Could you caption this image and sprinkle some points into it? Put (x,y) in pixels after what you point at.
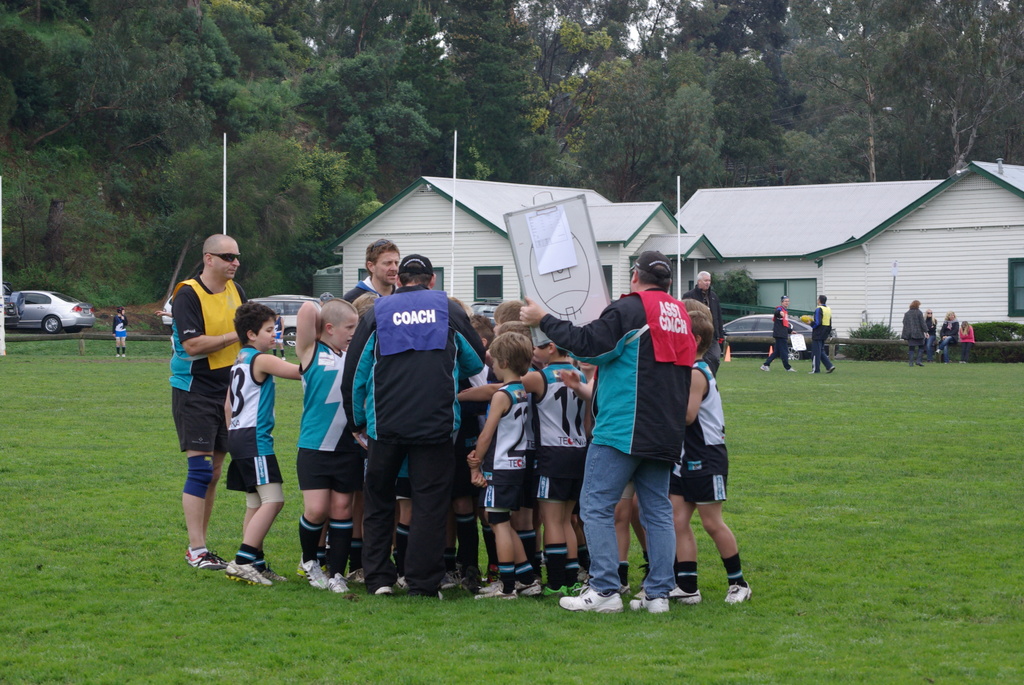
In the center of the image (409,330) there are people (507,531) standing on the grass (419,634). In the background of the image (641,217) there are houses (479,282). There are vehicles (757,320). There are trees (497,123).
